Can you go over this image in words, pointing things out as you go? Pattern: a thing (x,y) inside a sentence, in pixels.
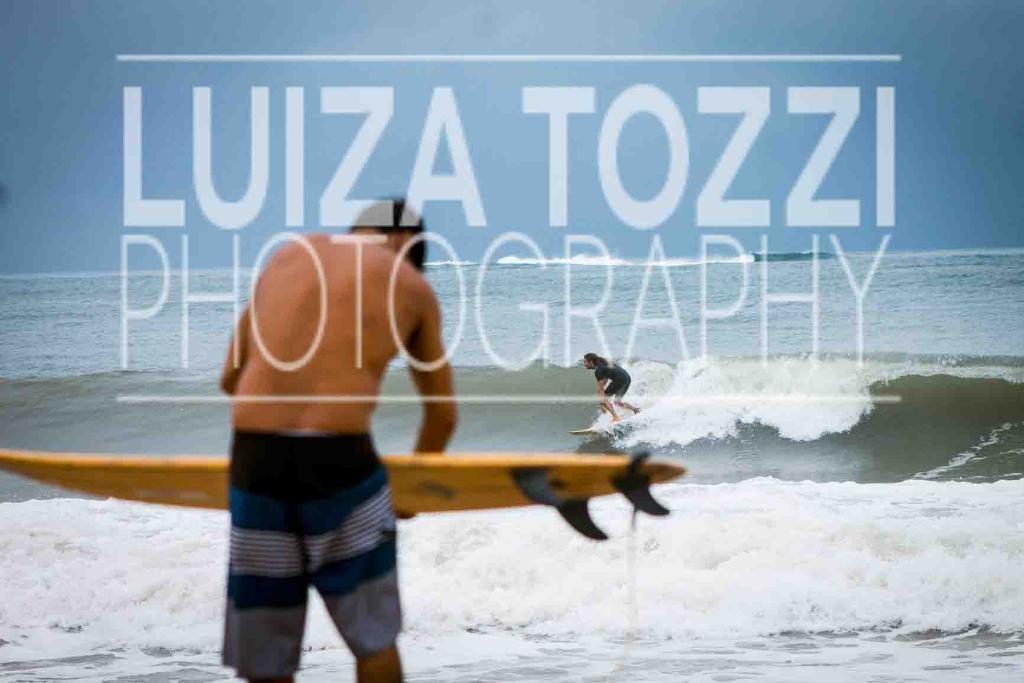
In the center (355,287) we can see the man (313,417) he is holding some object (492,476). And coming to the background (509,184) we can see the sky (141,70) and water (676,334) on water (763,405) some person (623,393).
